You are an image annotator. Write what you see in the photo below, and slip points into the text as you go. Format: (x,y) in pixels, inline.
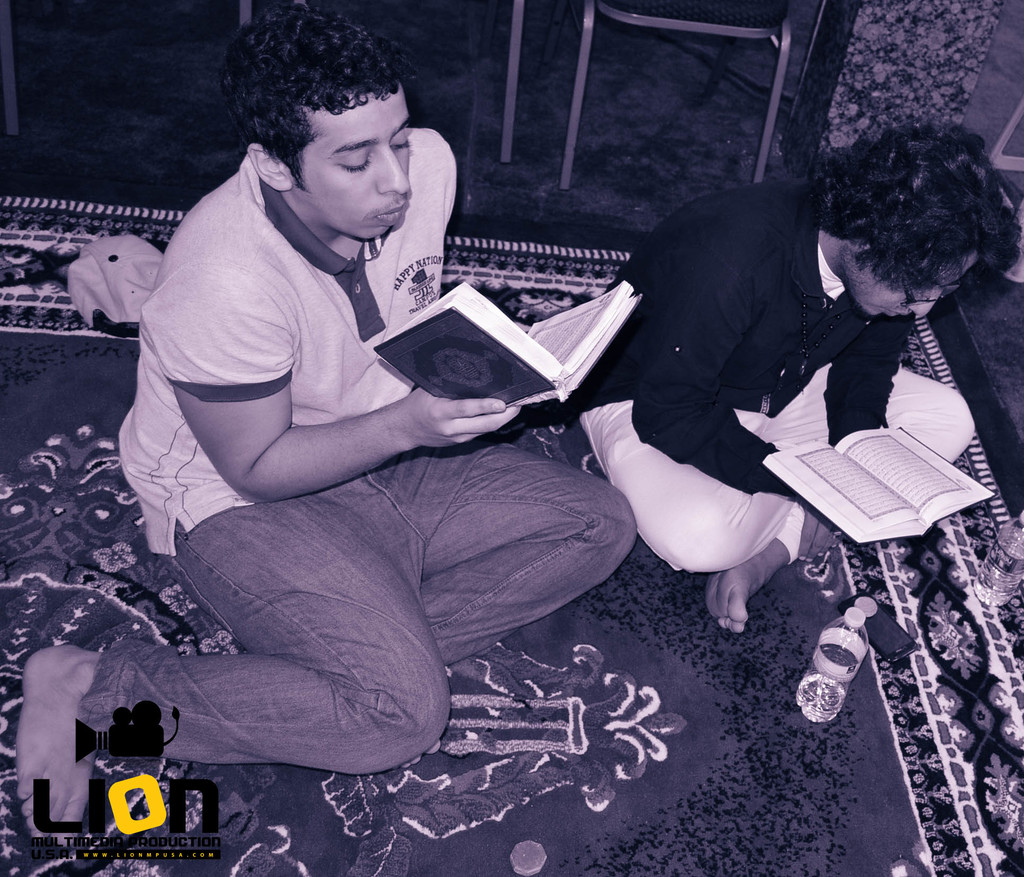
In this picture we can see two people (204,293) sitting on a carpet (806,593) and reading the books (898,467). There are bottles (830,630), phone (869,630) and other objects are visible on a carpet (29,830). We can see a few chairs (777,70) and a pillar (915,51) in the background (919,66).
